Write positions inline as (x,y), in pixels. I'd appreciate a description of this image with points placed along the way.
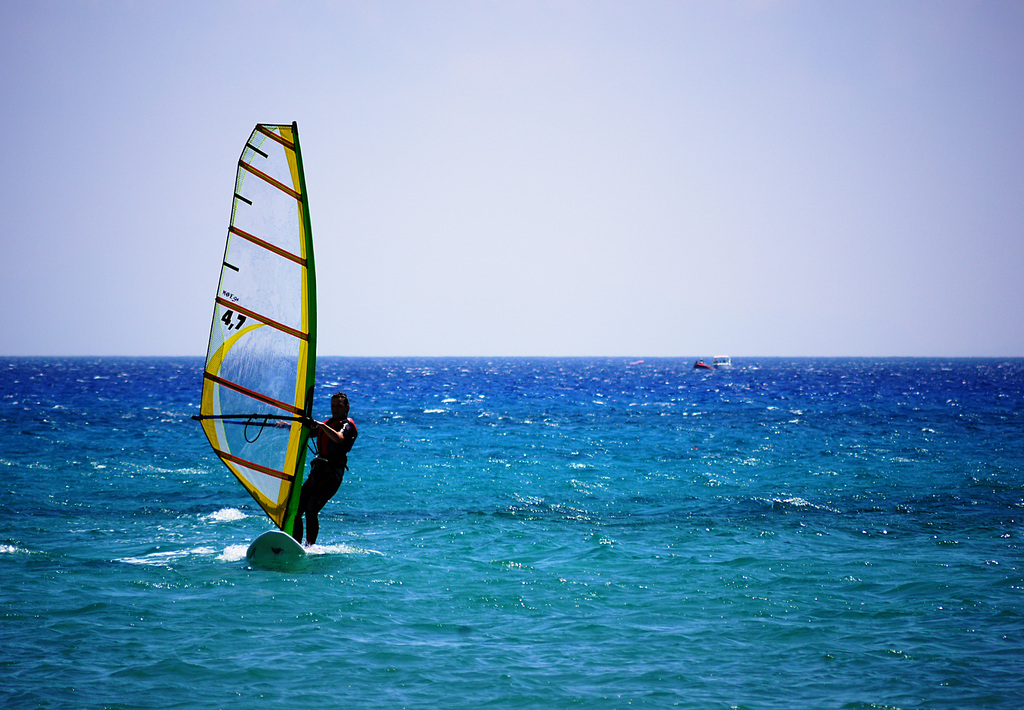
In this picture there is a man (301,516) surfing on water (508,575).
